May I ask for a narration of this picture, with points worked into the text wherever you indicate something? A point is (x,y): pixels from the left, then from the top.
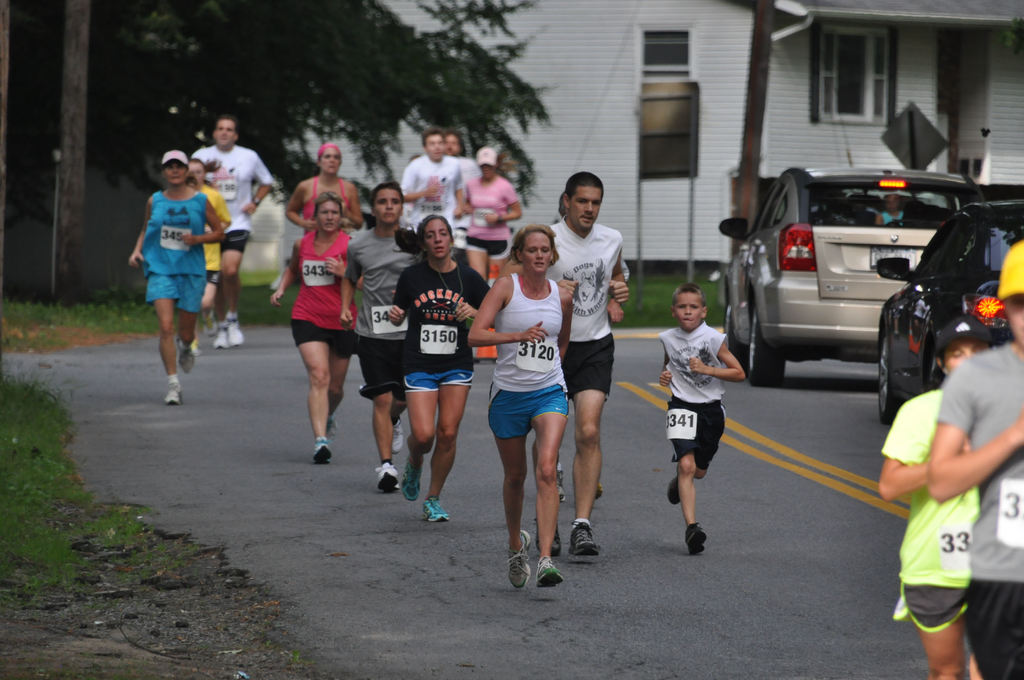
In this image we can see a group of people (545,370) running on the road (634,619). one woman (549,367) wearing a white top (546,376). In the background (947,307), we can see two vehicles (844,302) parked on the road (770,427), group of poles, trees (47,129) and a building (916,85).
